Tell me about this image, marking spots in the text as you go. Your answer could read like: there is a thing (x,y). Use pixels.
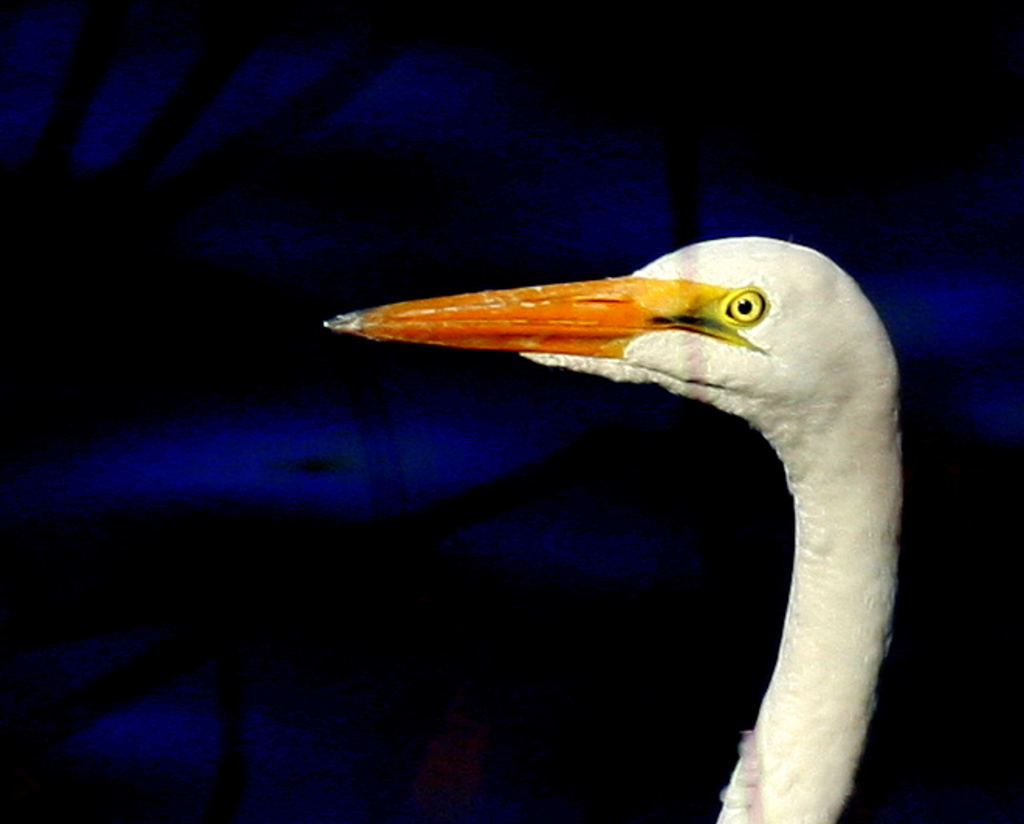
In the image we can see a bird (753,288).
